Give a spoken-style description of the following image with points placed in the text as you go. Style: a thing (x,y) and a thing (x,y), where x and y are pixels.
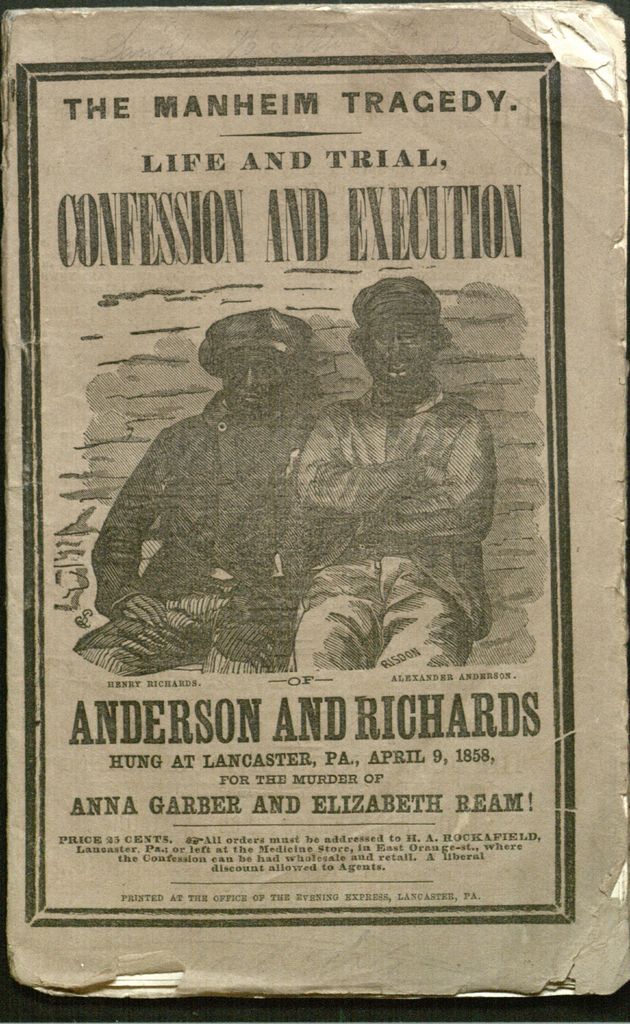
In this image we can see the cover (274,301) of an old book (274,298).
